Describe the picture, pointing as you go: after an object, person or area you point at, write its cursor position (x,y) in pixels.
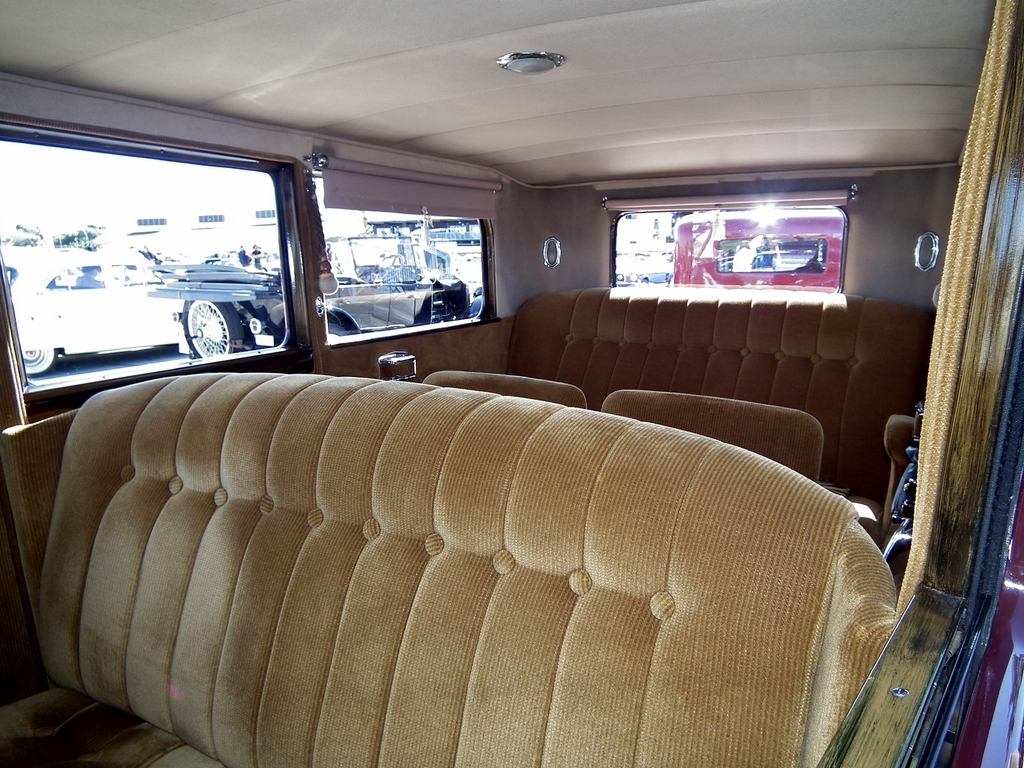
In this image we can see the inner view of a vehicle (700,663) where we can see seats (53,641), we can see glass windows (412,268) through which we can see a few more vehicles (63,293) and the buildings (249,234).
